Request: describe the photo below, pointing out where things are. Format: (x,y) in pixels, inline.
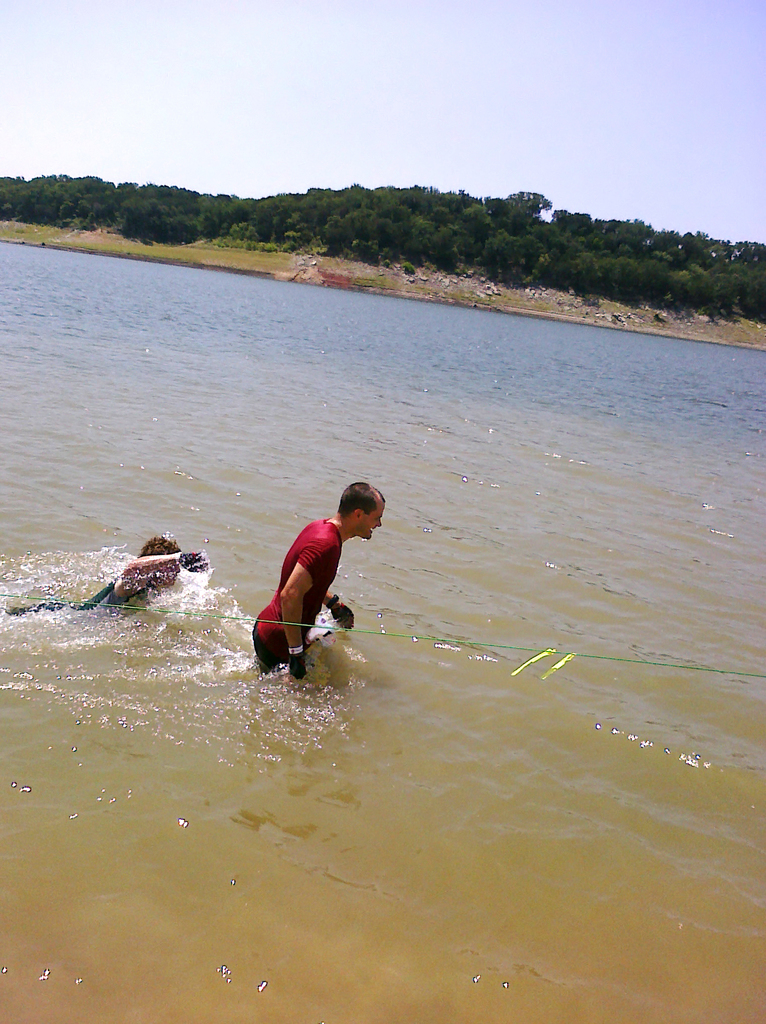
In this image there is a man (312,561) in the water (255,698). Behind him there is another person (136,579) who is swimming in the water (139,600). In the background (409,205) there are trees (286,200). At the top (536,104) there is sky (536,104). Beside the trees (443,242) there is a ground (419,276) on which there are stones (641,320) and grass (212,250).
